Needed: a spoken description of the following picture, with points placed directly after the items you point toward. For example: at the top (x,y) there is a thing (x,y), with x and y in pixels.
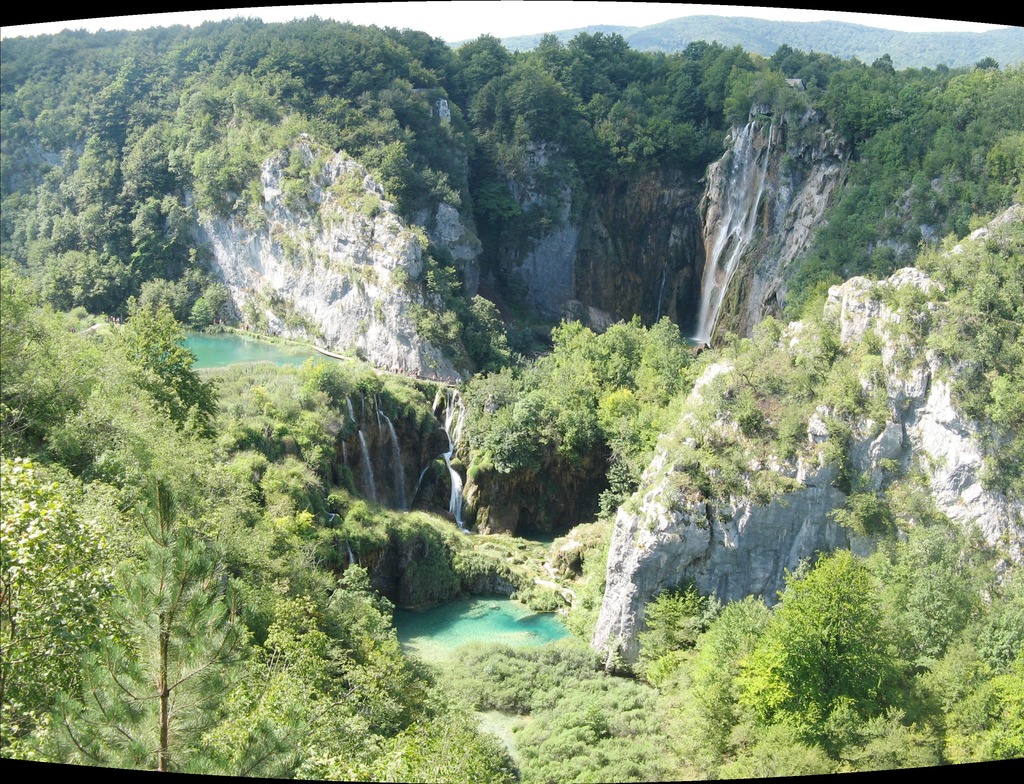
In the center of the image (370,318) there are mountains (269,321). There are trees (517,439). There is water (223,345).
